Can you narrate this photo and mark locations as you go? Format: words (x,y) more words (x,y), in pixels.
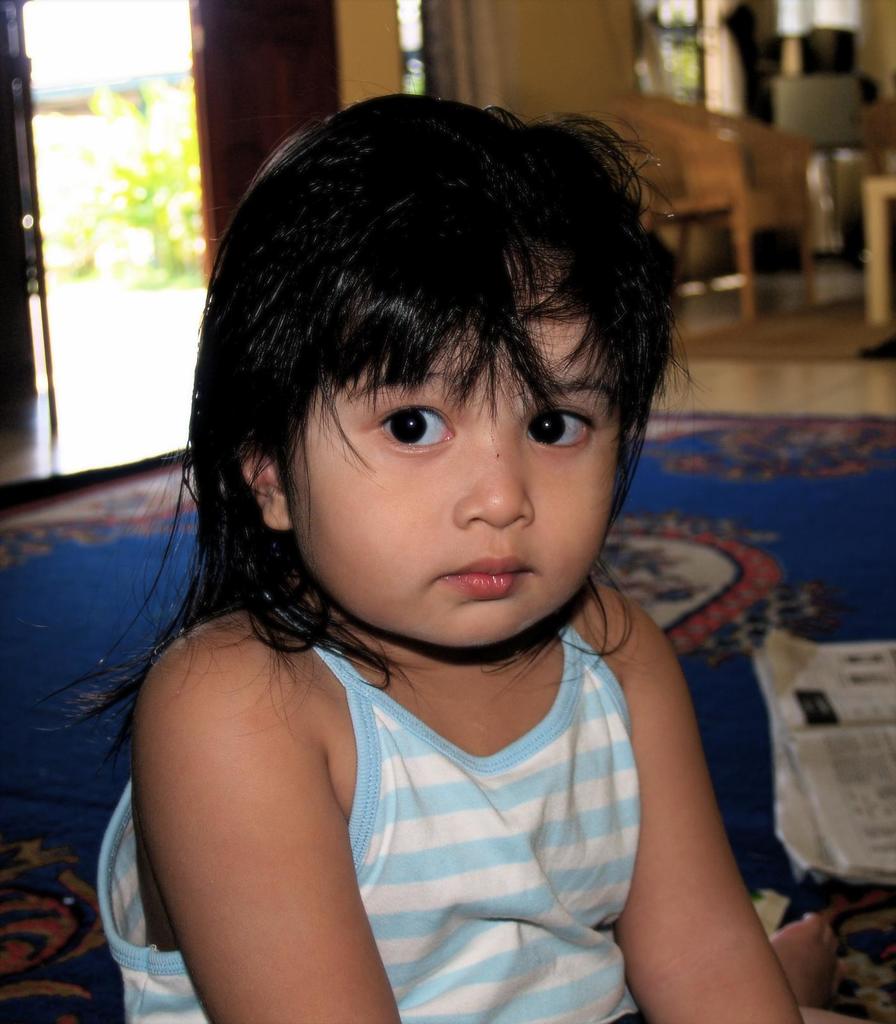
As we can see in the image in the front (469,705) there is a child (489,587) sitting. There is newspaper (868,657), mat (840,517), chairs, wall (344,24), door (327,24) and a plant (142,197).
